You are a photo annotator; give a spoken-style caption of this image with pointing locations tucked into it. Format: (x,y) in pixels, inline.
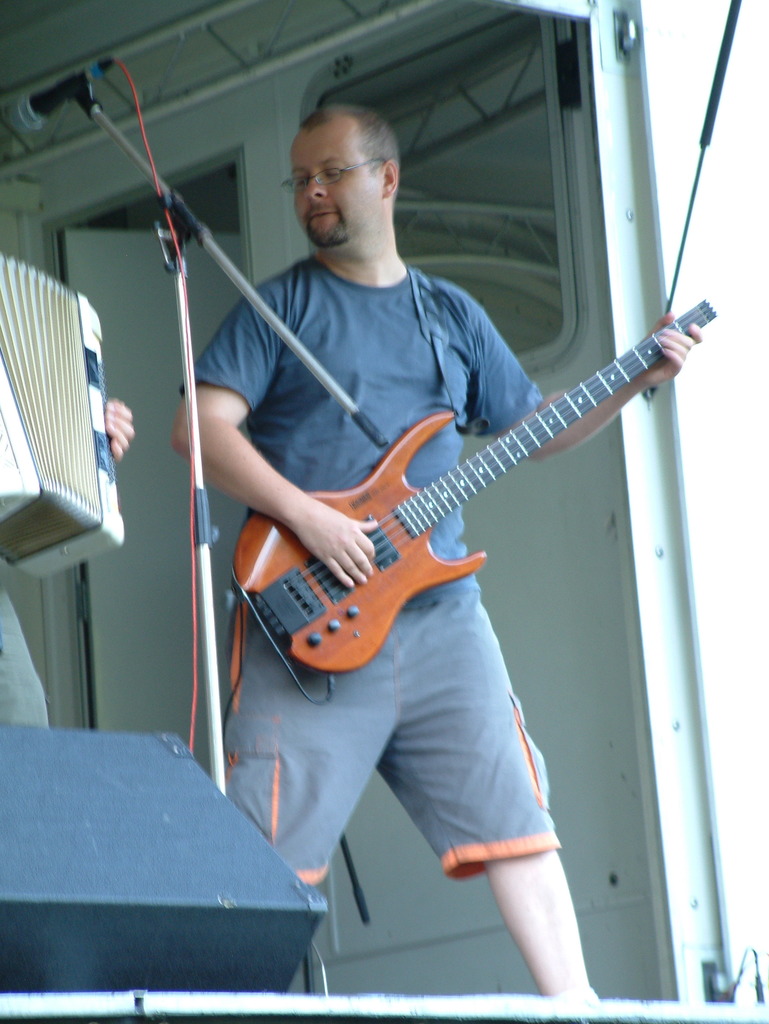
In this picture there is a man (414,353) who is holding the guitar (422,546) in his hand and there is a mic (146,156) beside him. In the background (130,267) there is a door (126,258). on the left side (25,299) there is a accordion (39,291) played by a man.
